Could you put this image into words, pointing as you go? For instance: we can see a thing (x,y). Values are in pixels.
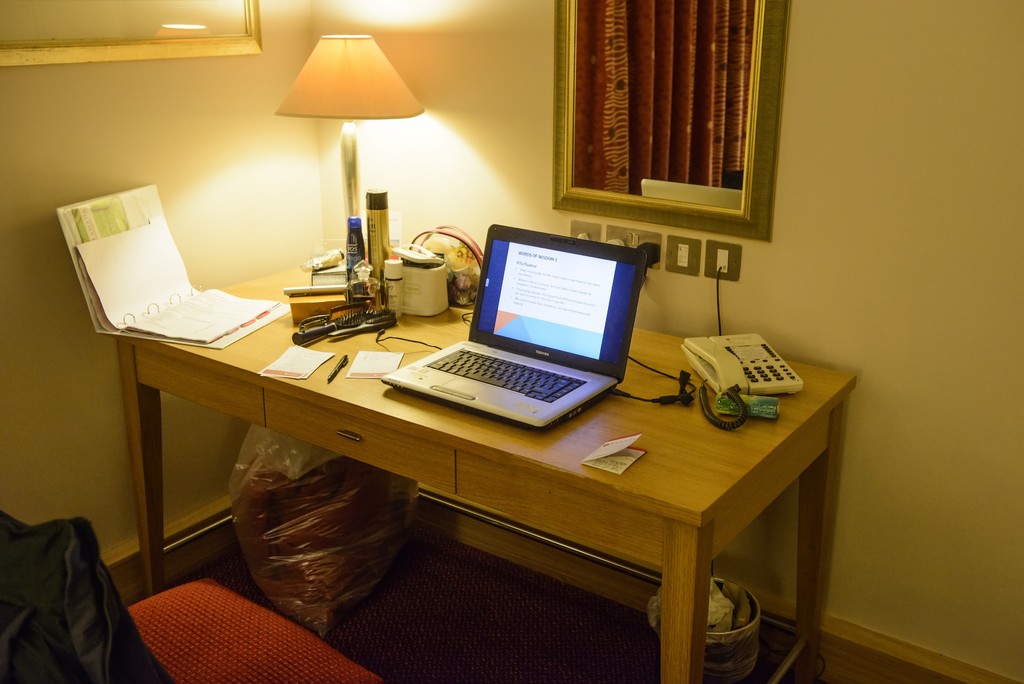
This image is clicked in a room (425,568) at the corner of the room (341,350) we can see a wooden table (669,482). On the table (676,476) there is a landline phone (743,370), laptop (521,347), Lamp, file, a paper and a pen (340,368). Under the table (371,398) we can see a polythene bag (322,519) and a dustbin (733,642), red colour floor mat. In the background (696,188) we can see a mirror (736,196) hanged to a wall (834,171) in the mirror (661,150) there is a reflection (649,104) of a red colour curtain (654,92) on the left side of the wall (197,144) we can see a wall frame (136,54) hanged to a wall (110,94).
